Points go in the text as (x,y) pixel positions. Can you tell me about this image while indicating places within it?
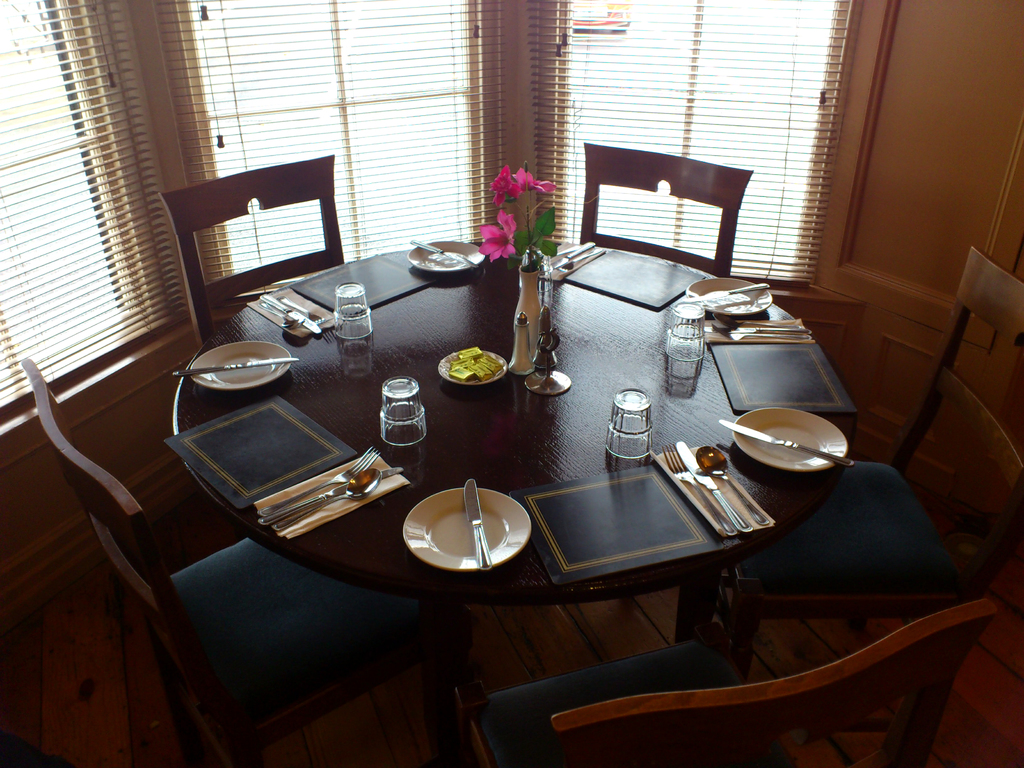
In the center of the image (418,348) there is a table (568,429) and on top of the table (539,444) there are plates (459,494), knives (479,548) forks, spoons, glasses (383,435), flower pot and a few other objects (651,293). Around the table (648,360) there are chairs (574,671). At the bottom of the image (140,720) there is a wooden floor (354,729). In the background of the image (454,128) there are windows (769,56).
